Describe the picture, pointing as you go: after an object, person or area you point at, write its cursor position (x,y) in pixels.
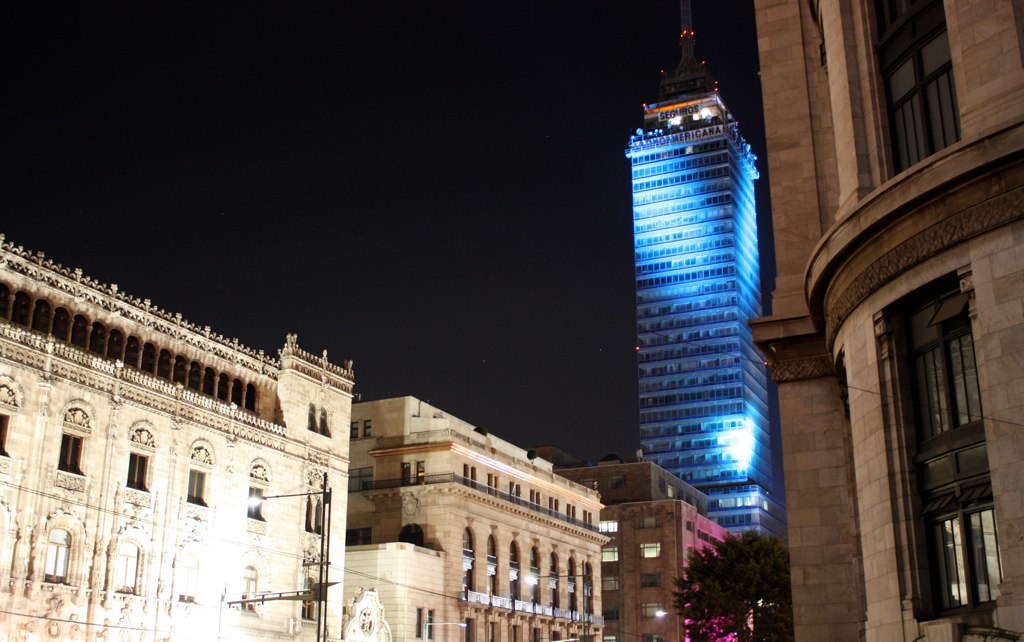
In this image there are buildings (912,491) and there is a tree (730,615) and poles (324,549).
